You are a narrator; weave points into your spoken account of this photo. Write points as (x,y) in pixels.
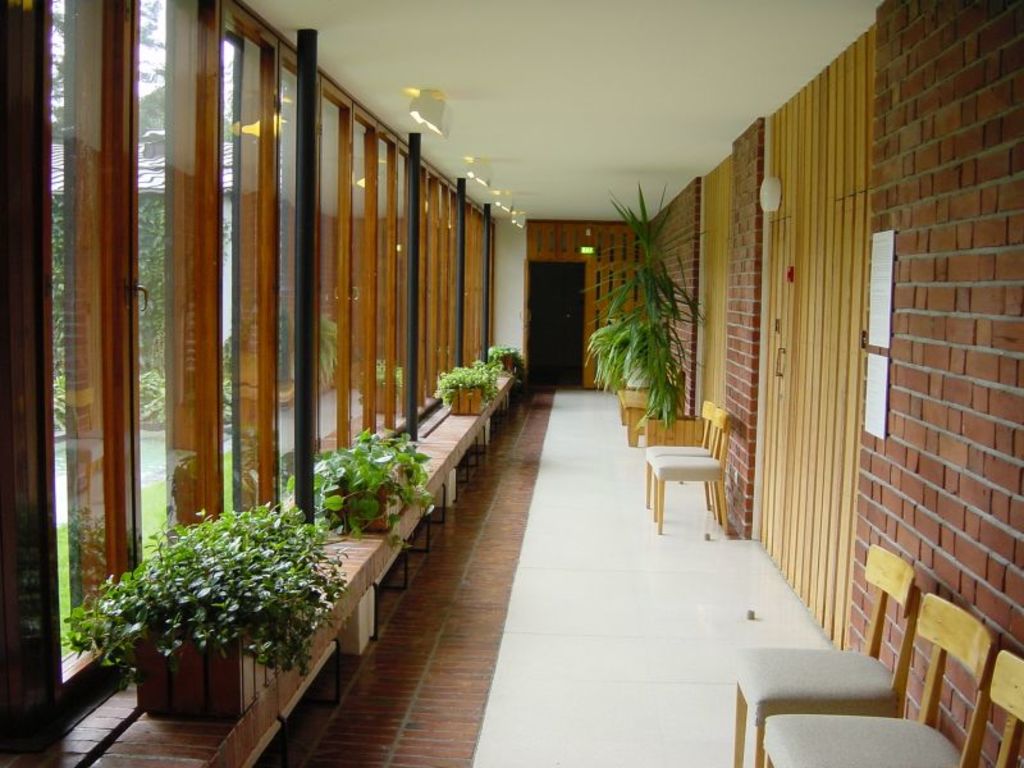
In this image on the right side (924,343) there is a wall (951,340) and chairs (839,697), flower pot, plants (649,345) and on the left side (96,317) there are glass windows (162,310), flower pots (223,703) and plants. At the bottom (544,648) there is floor (553,431), and in the background (571,320) there is door (551,267), at the top (554,84) there is ceiling (527,108) and lights (444,111) and on the left side (145,259) through the windows (151,297) i can see some plants (153,371), grass (161,530) and pavement (151,466).
